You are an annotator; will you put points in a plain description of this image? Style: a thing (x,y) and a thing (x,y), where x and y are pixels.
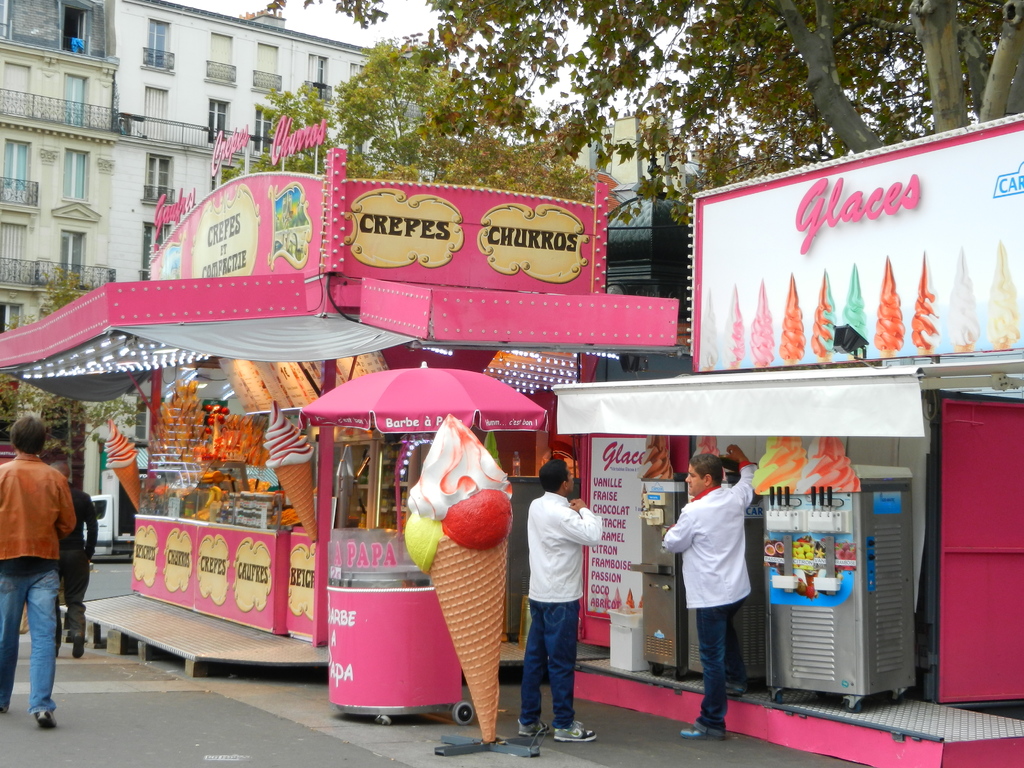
In this image I can see two ice cream shops (816,232) visible on the road (408,733). And I can see a pink color tent (422,426), under the tent (471,390) I can see a ice-cream statue (476,564), in front of that I can see persons (24,513) walking on the road (105,674), and I can see buildings (69,82) and the tree (538,133).
